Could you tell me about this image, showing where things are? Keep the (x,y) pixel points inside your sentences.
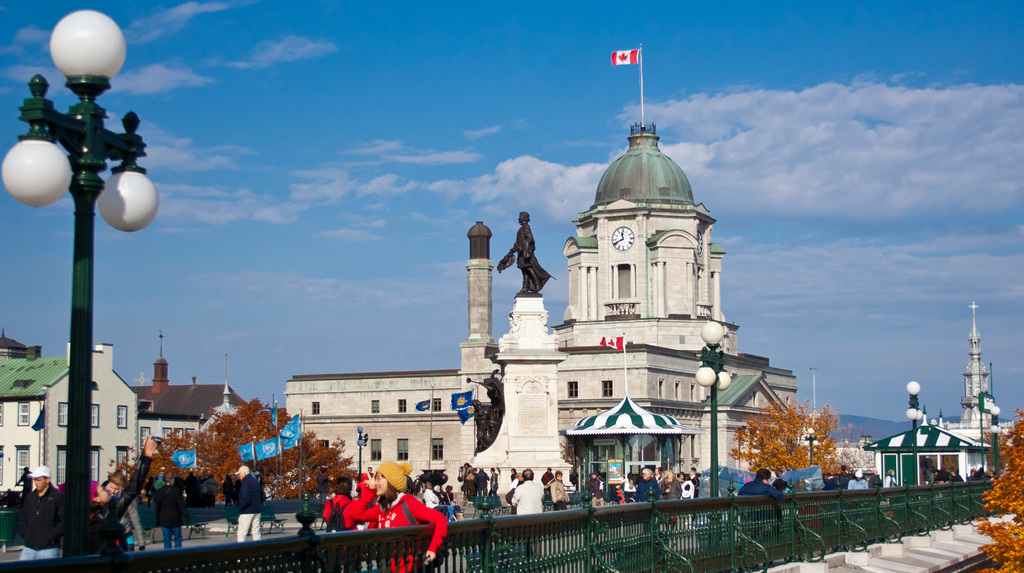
This image is taken outdoors. At the top of the image (453,64) there is a sky (233,205) with clouds (758,174). At the bottom of the image (696,546) there is a railing (698,546). In the background (119,447) there are a few houses (152,425) and buildings (111,415). On the left side of the image (35,93) there is a street light (81,383) and a few people (124,539) are standing on the road (220,516). In the middle of the image (612,277) there is an architecture (582,333) and there is a statue (486,427). There are a few stalls (953,436). Many people (479,485) are walking on the road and a few (415,516) are standing on the road (471,511). There are a few street lights (910,421) and there are a few flags (271,440).
